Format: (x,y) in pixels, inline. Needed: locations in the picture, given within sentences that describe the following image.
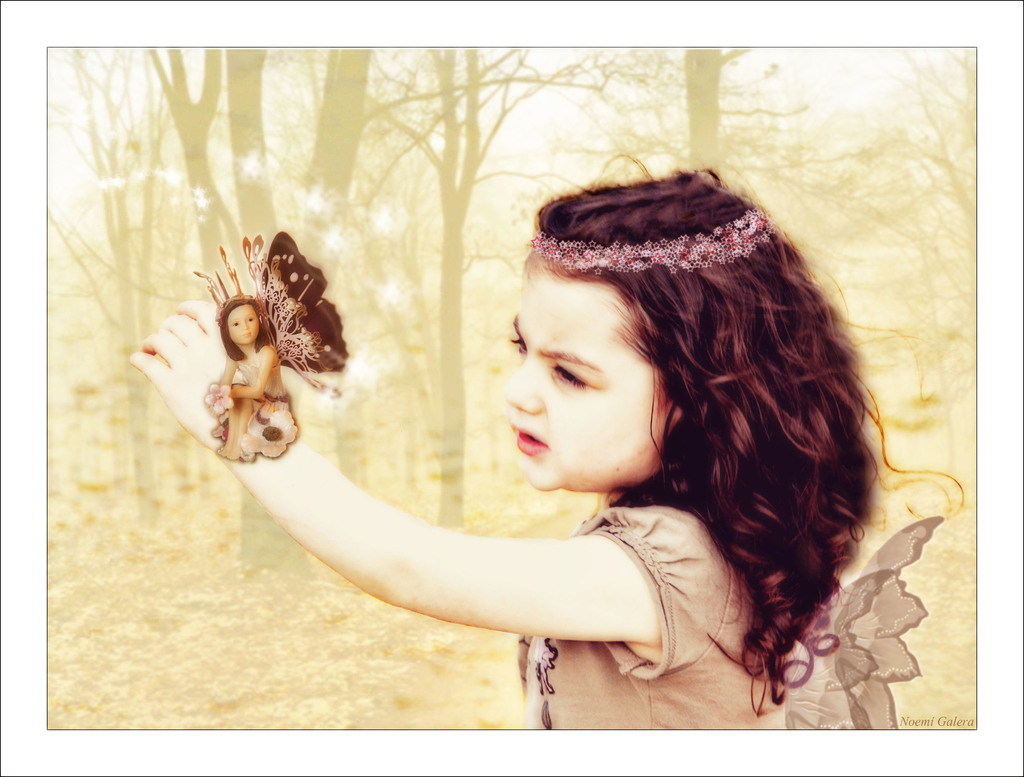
This is an edited image. There is a girl (526,356) in the middle (641,455). There are trees (123,237) in the middle (444,338). She is holding something on her hand (202,326). She is wearing a hair band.
